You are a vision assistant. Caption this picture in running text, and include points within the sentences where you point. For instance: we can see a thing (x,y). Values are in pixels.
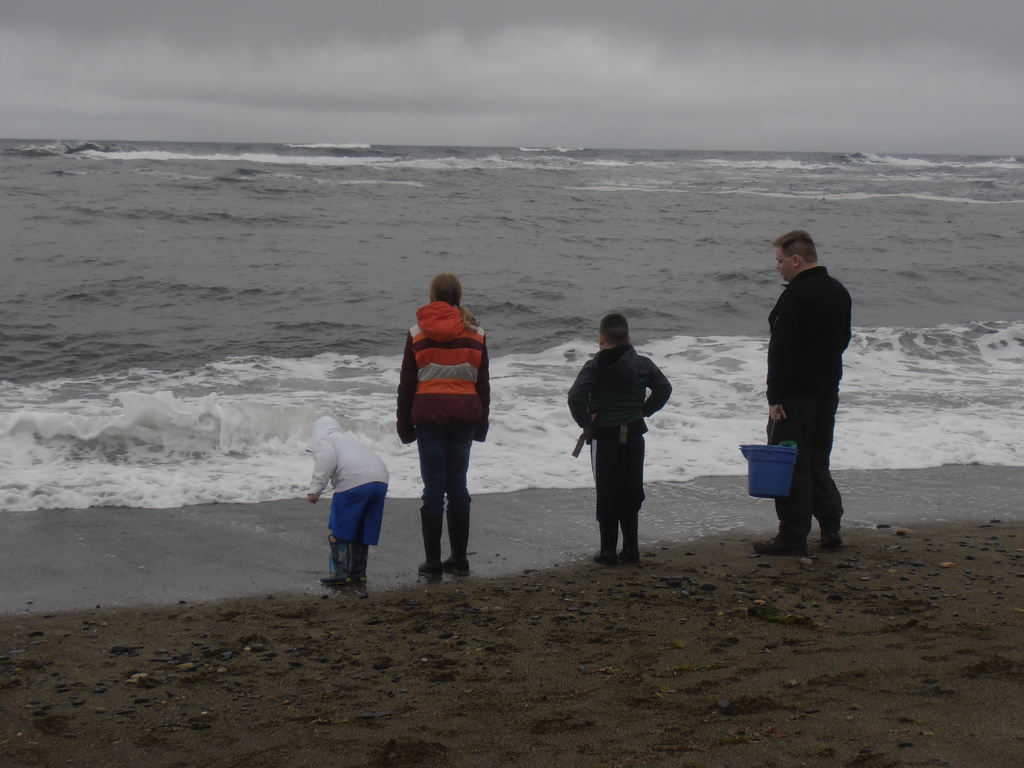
In this image, I can see four persons (807,481) standing near the seashore (470,600). There is water (426,242). In the background (355,34), I can see the sky (517,85).
